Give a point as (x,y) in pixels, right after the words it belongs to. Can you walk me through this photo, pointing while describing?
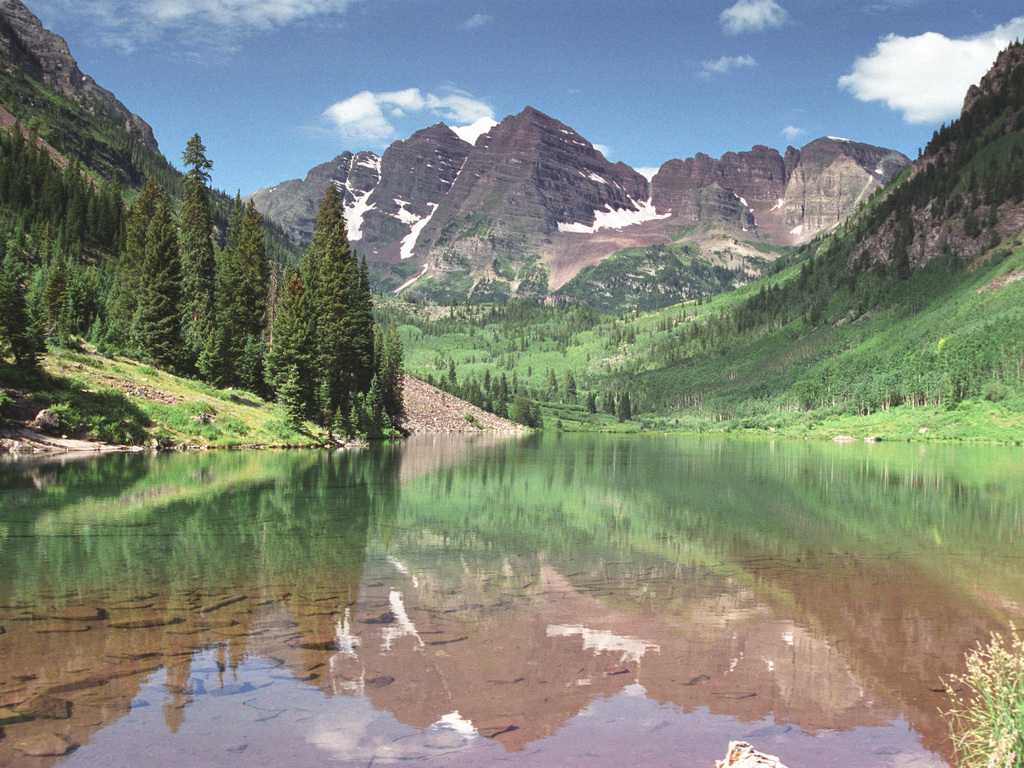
In this image in the front (569,495) there is water (593,489). In the background (285,281) there are trees (232,297) and there are mountains (504,148) and the sky (621,37) is cloudy and on the left side (104,392) there is grass (106,386) on the ground (118,394). On the bottom right (1002,690) there are leaves (986,694) visible.
